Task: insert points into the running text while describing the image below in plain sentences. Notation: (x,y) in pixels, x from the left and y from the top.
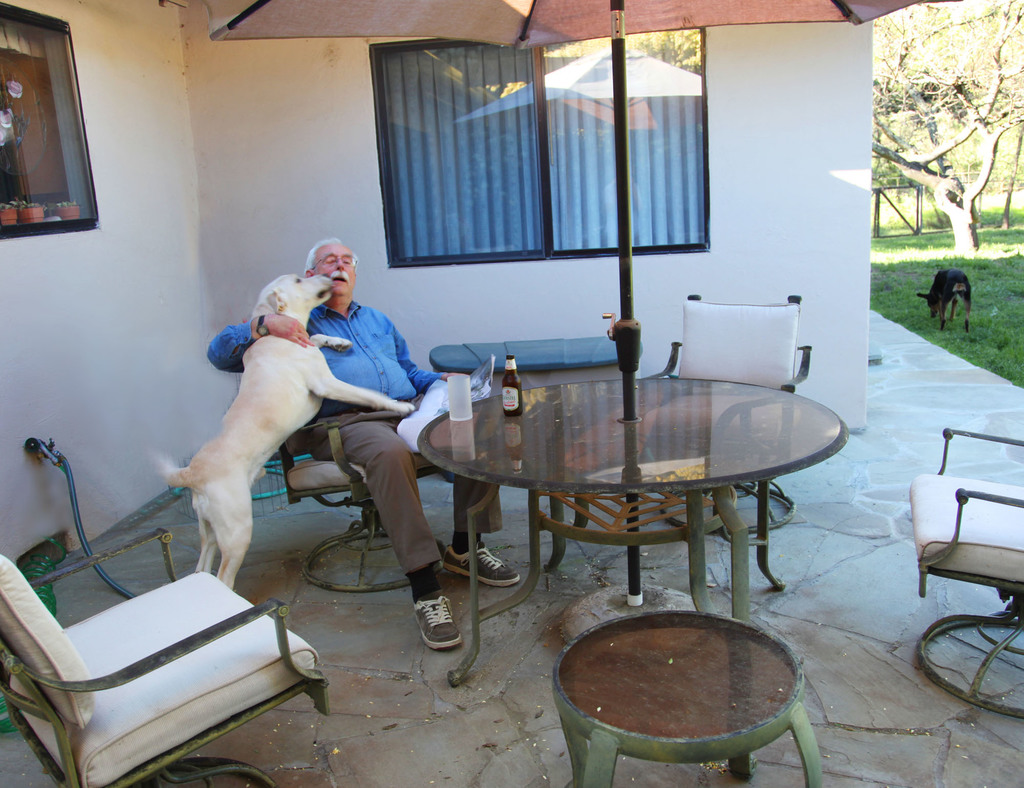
It is a outside view. A man (380,473) is sat on the chair (342,471). We can see white color chairs (195,637) and glass table (648,451). On top of, there is a bottle (512,381) on it and glass (459,404). There is a dog (270,394) beside him. Background (501,194) we can see glass window (510,180) and blue color curtain (462,171). On top of the image (506,25), we can see umbrella (441,21). Right side (961,295), there is an another black dog (946,283), grass (987,286), tree (974,204). left side (55,169), we can see glass window (50,202).
